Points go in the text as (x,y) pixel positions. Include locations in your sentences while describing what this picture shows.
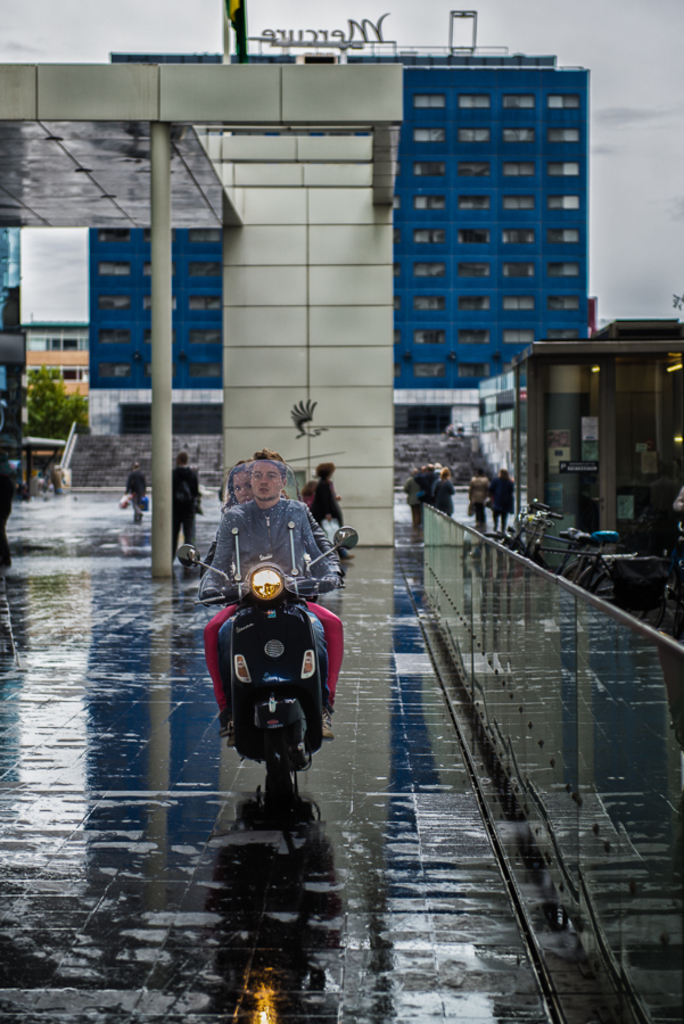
In this image I can see two people (221,569) sitting on the bike (252,694). To the right (539,729) I can see the glass fence (519,621) and the bicycles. In the background (435,492) I can see the group of people (325,510), tree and the buildings (231,181). I can see the sky (180,48) in the back (629,131).
